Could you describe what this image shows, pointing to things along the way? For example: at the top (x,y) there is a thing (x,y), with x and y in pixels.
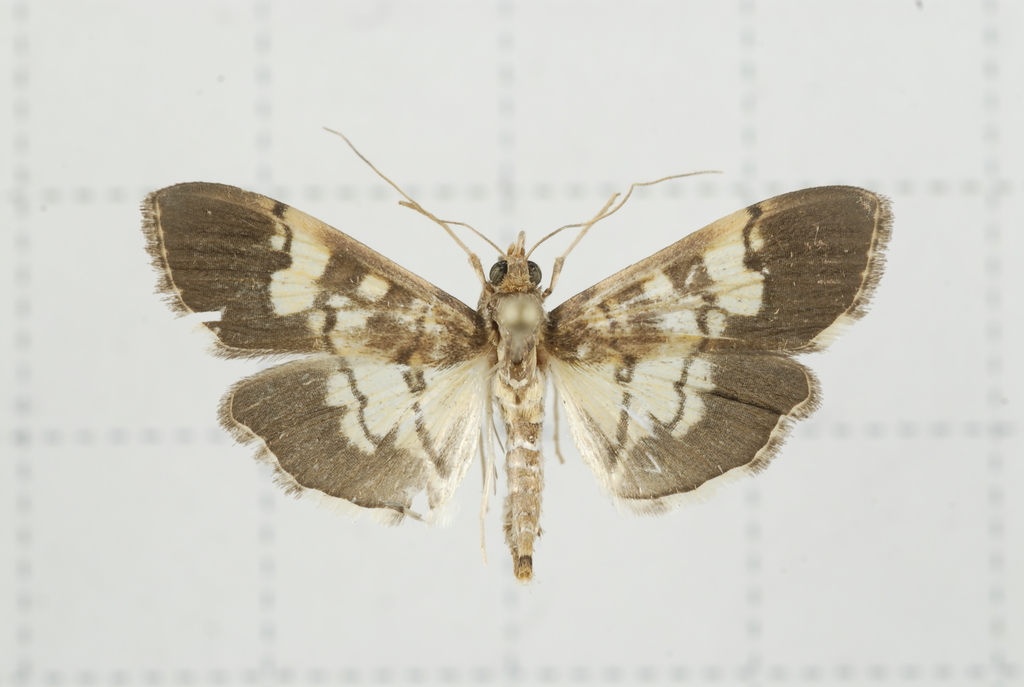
In this picture we can see a butterfly (508,380) and behind the butterfly (353,393) there is a white background (964,108).
